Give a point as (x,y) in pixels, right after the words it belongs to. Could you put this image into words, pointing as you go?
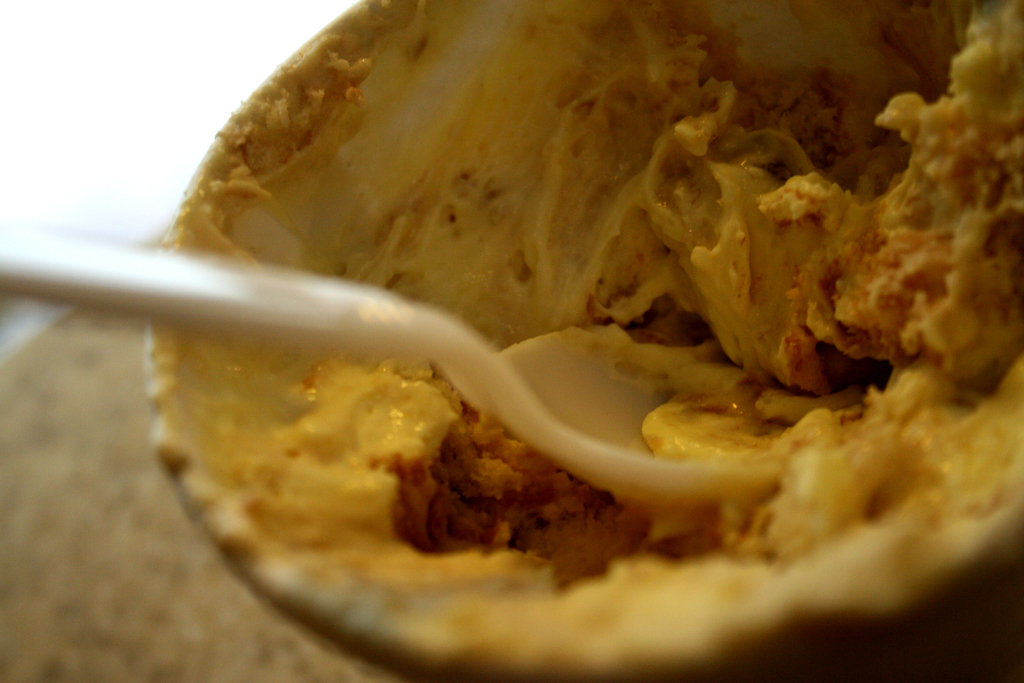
In this image we can see a bowl (518,535) containing some food (846,482) and a spoon (696,471).
